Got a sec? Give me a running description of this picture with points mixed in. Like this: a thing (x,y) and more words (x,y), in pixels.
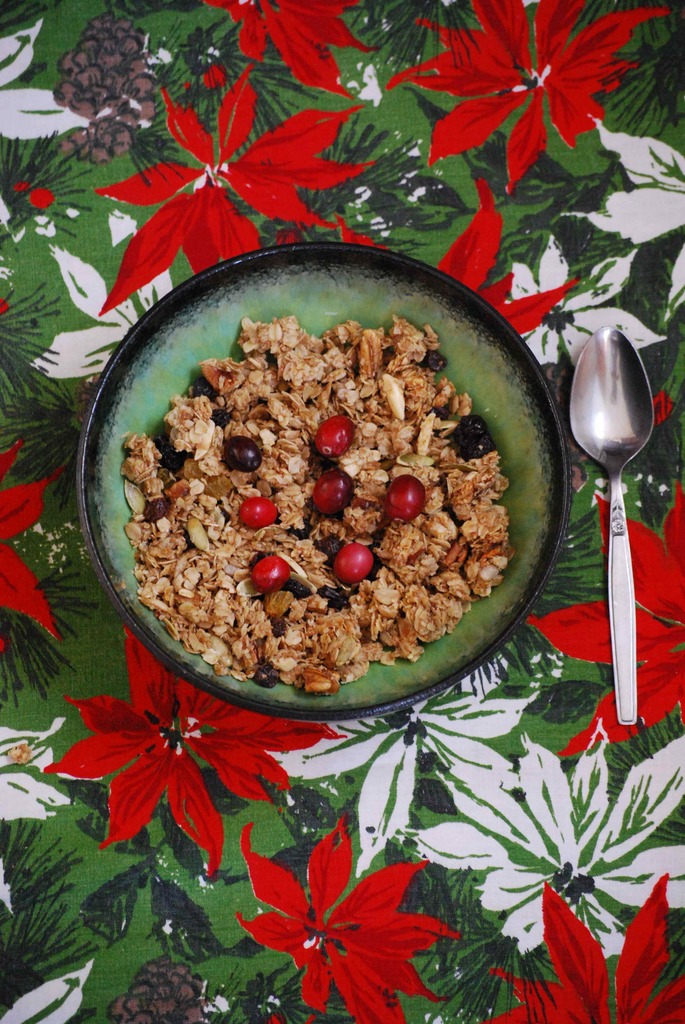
On this painting surface (302,173) there is a spoon (620,353) and bowl (435,326) with food (288,577).
